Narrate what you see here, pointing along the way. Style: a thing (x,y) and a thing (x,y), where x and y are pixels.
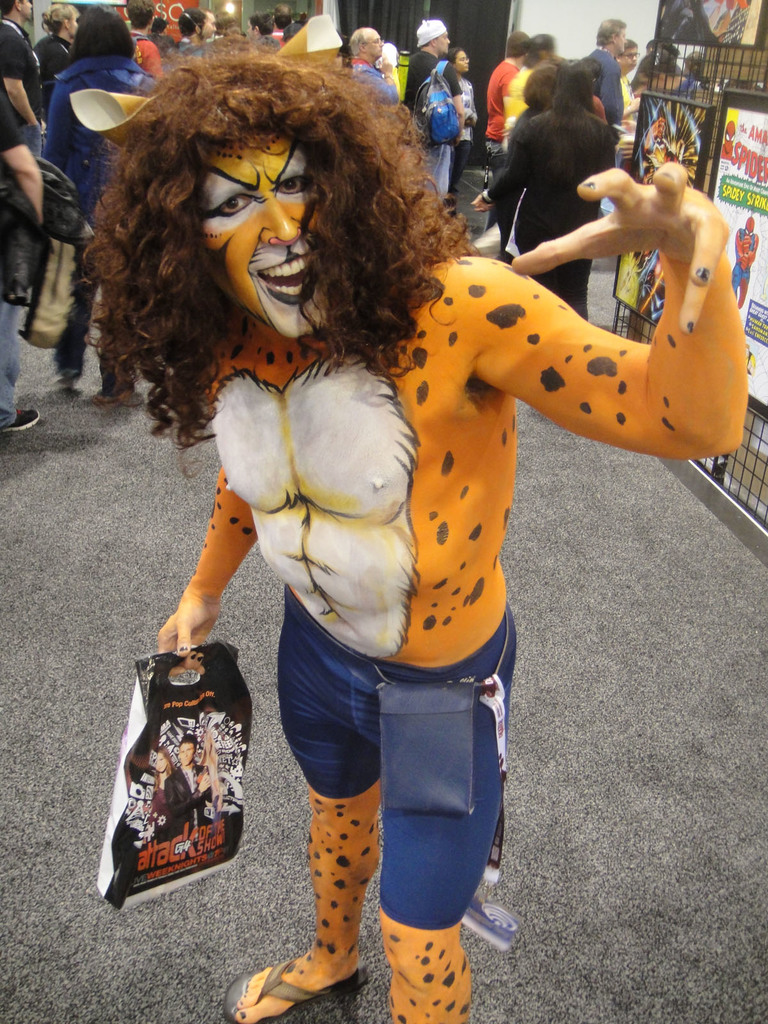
This is a person (404,909) holding a bag (210,653) and standing. He wore a fancy dress (484,822) with a makeup (383,435). These are the posters (666,131). In the background (517,41), I can see groups of people (387,60) standing.
